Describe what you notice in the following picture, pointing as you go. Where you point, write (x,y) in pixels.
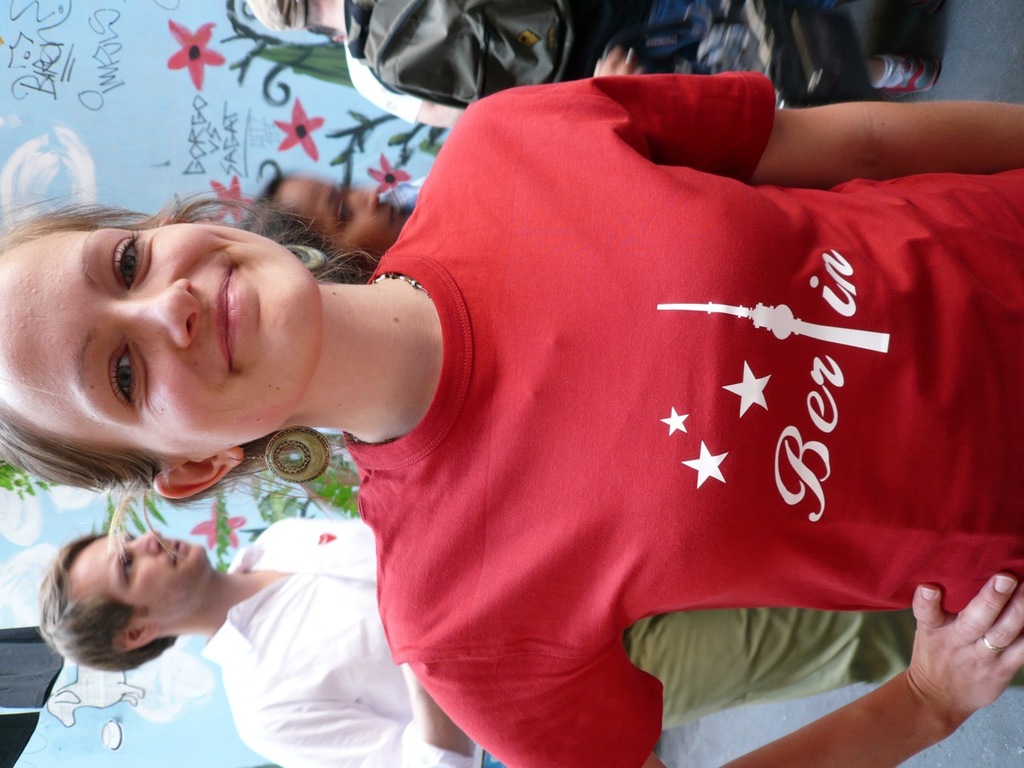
In this picture there is a woman (553,266) with red t-shirt (500,304) is standing and smiling. At the back (325,726) there are group of people (345,554) standing and there is text (202,143) and there is a painting (300,62) of flowers (305,129) and there is a painting (102,692) of an animal (119,688) on the board (155,523). At the bottom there is a road (1003,70).
